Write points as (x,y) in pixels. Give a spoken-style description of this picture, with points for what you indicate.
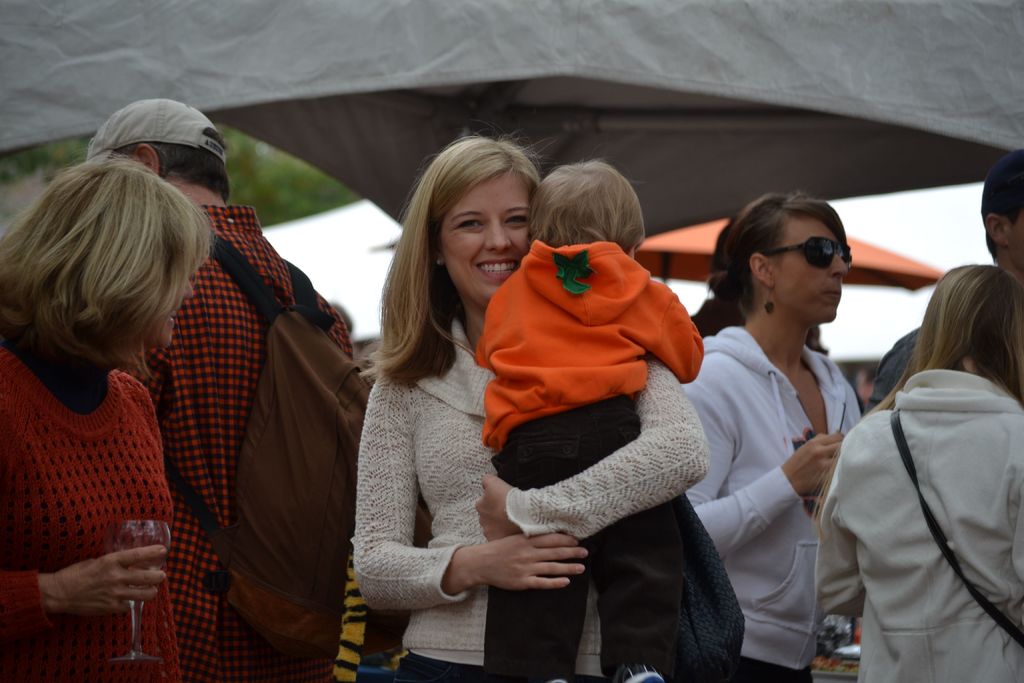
There are group of people (497,298) standing. This looks like a tent (866,140). I can see the woman (447,554) holding a boy (554,393) and smiling. This man (275,268) wore a cap (139,125), shirt (230,339) and a bag (278,452).
